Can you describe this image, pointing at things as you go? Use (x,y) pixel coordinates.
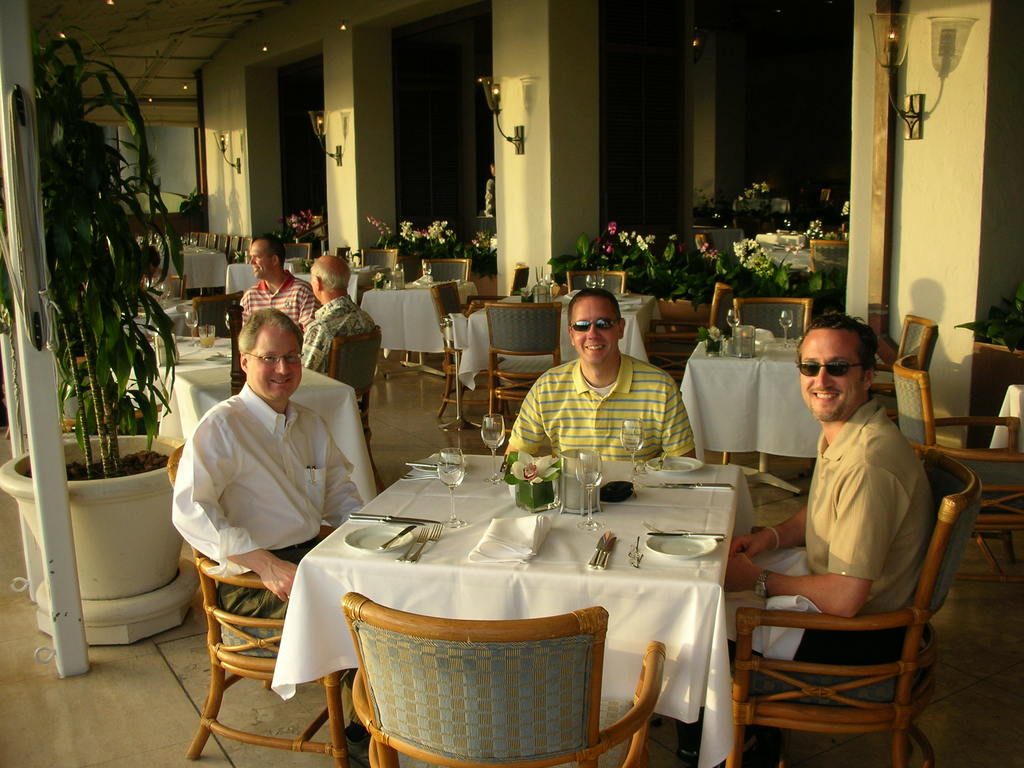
In this image we can see a restaurant (507,326) with many dining tables (418,294), chairs (559,317). In the foreground (608,471) there are three people (811,496) sitting in chairs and a table (661,503), on this table (648,492) there is a flower vase (519,485), glasses (455,475), plates (648,546), knives (603,553), forks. On the left (334,498) a man (266,452) is sitting wearing a white shirt (282,446) and in the middle (595,395) a man (604,395) with yellow shirt (608,400) is sitting and on the right (840,523) a man (855,533) wearing brown shirt (884,489) is sitting behind the left man (315,417) there are two people (299,311) sitting. Four of the five people (298,324) are smiling. On the left (84,368) there is a houseplant (77,387). There are many lamps (323,123) in the background (493,125) and there are lights (183,88) to the ceilings (127,25). We can see many plants (463,246) in this restaurant (502,246).
